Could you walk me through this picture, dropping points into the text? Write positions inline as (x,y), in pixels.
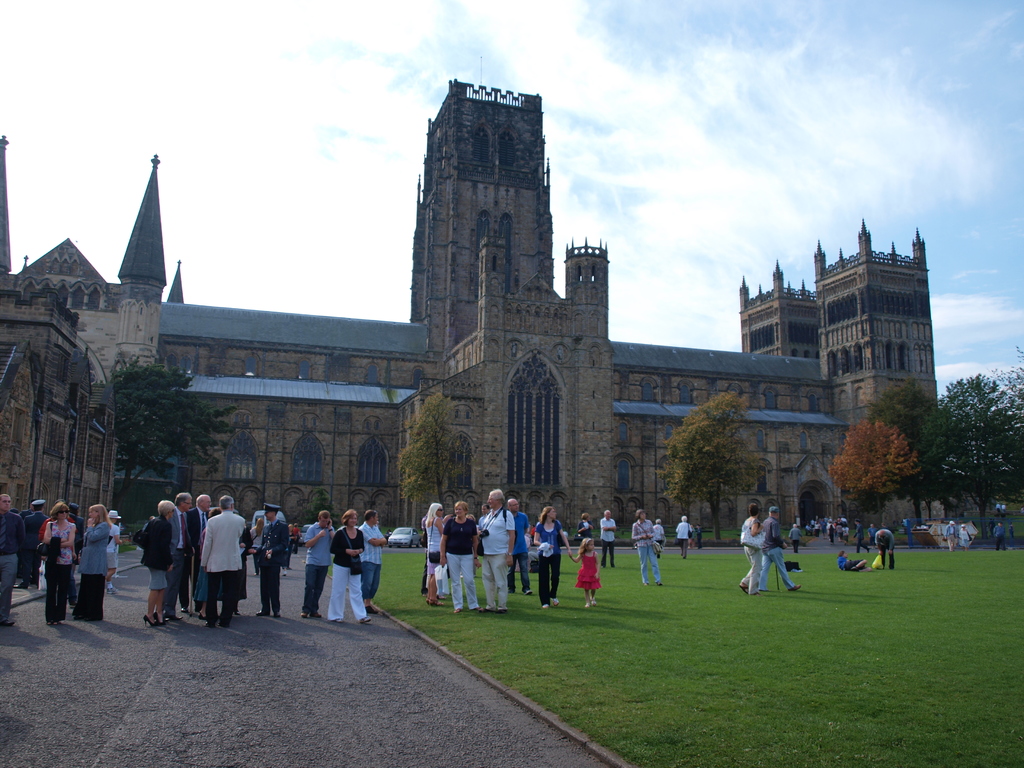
In this image in front (153,640) there is a road (153,656). There are people (16,553) standing. On the right side of the image (830,680) there is grass (814,665) on the surface (814,665). In the background of the image (332,448) there are cars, trees (969,430), buildings (836,444). At the top of the image (360,64) there is sky (321,60).
